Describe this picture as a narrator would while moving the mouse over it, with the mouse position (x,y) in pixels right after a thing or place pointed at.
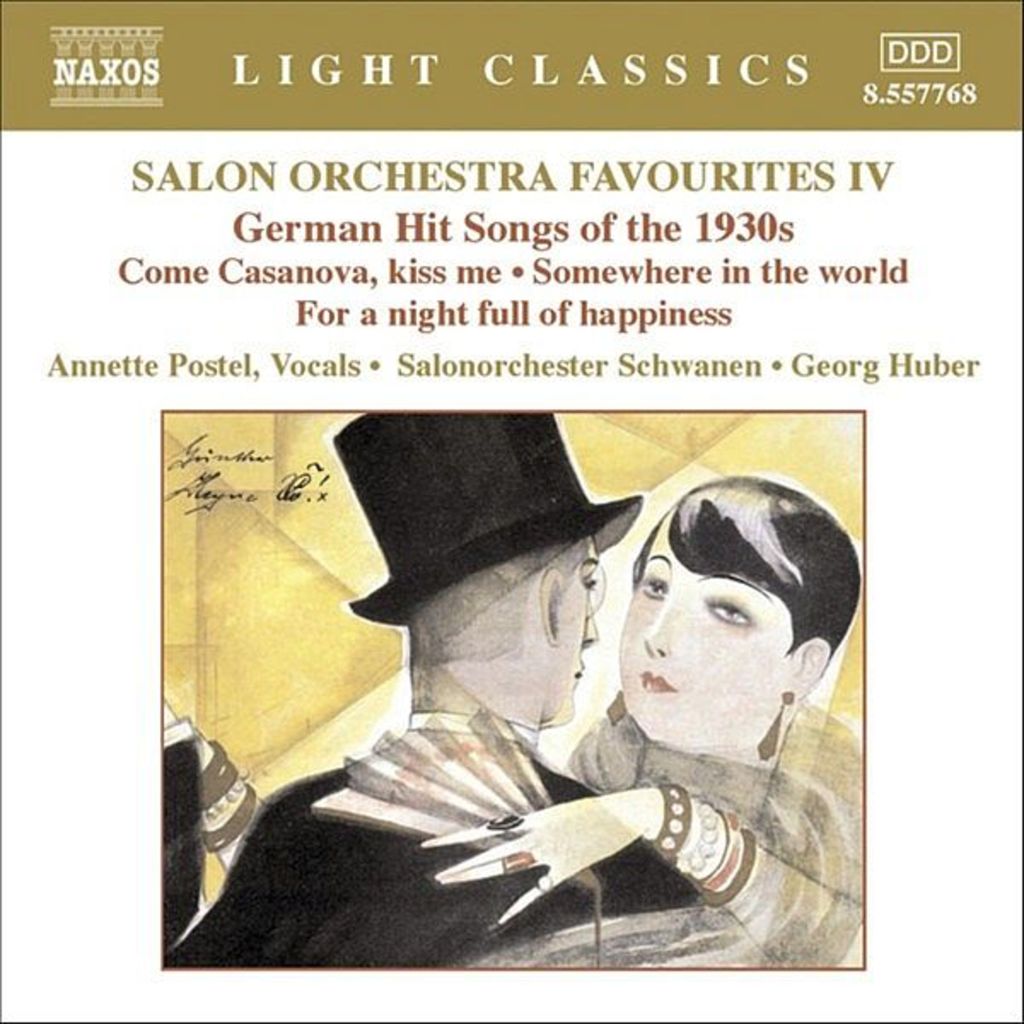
In this image there is a painting (678,651) of a woman (691,626) and a man (558,664). At the top of the image (148,273) there is some text (440,59) written on it.
